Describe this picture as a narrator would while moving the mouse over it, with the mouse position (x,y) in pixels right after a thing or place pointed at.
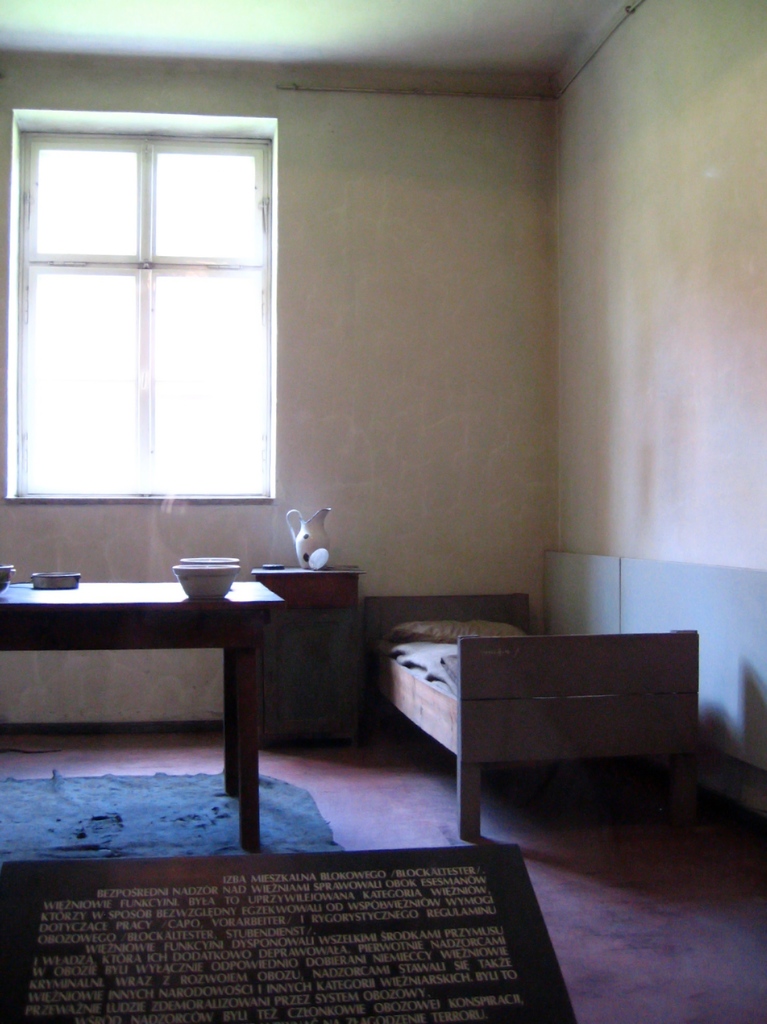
On the right side of the image (662,690) we can see a bed (475,707) placed on the floor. On the left side of the image (240,390) we can see a jar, some bowls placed on the tables (234,608) and a window (46,282). At the bottom of the image (229,872) we can see a board (232,903) with some text (140,993). At the top of the image (351,52) we can see the roof (400,42).
